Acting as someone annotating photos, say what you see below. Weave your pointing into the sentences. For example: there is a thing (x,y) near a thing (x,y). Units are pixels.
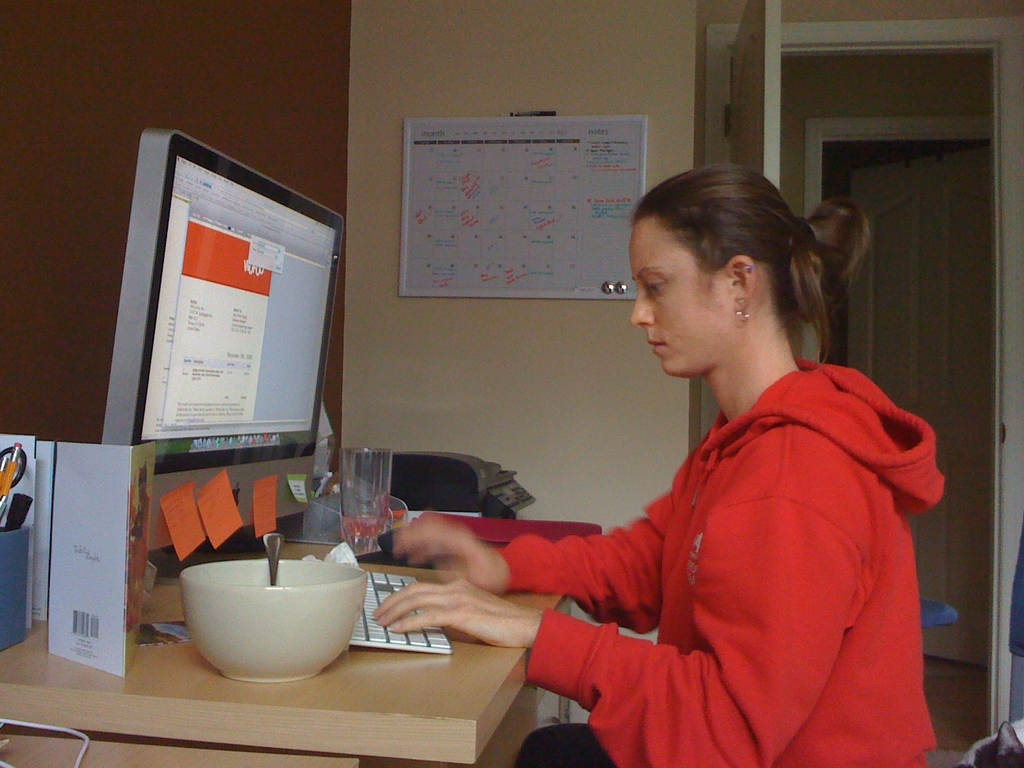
This image is clicked in a room (387,287). There is a white board (474,195) on the top (570,195) and there is a door (975,621) on the right side (1016,442). There is a table (483,650), on the table (390,663) there is a computer (248,516), bowl (290,603), spoon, glass (359,539), card (110,494), pen stand (23,533), pens (22,520), pencils (2,467) and there is a woman (742,572) sitting near the table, she is wearing red color dress (623,683).
